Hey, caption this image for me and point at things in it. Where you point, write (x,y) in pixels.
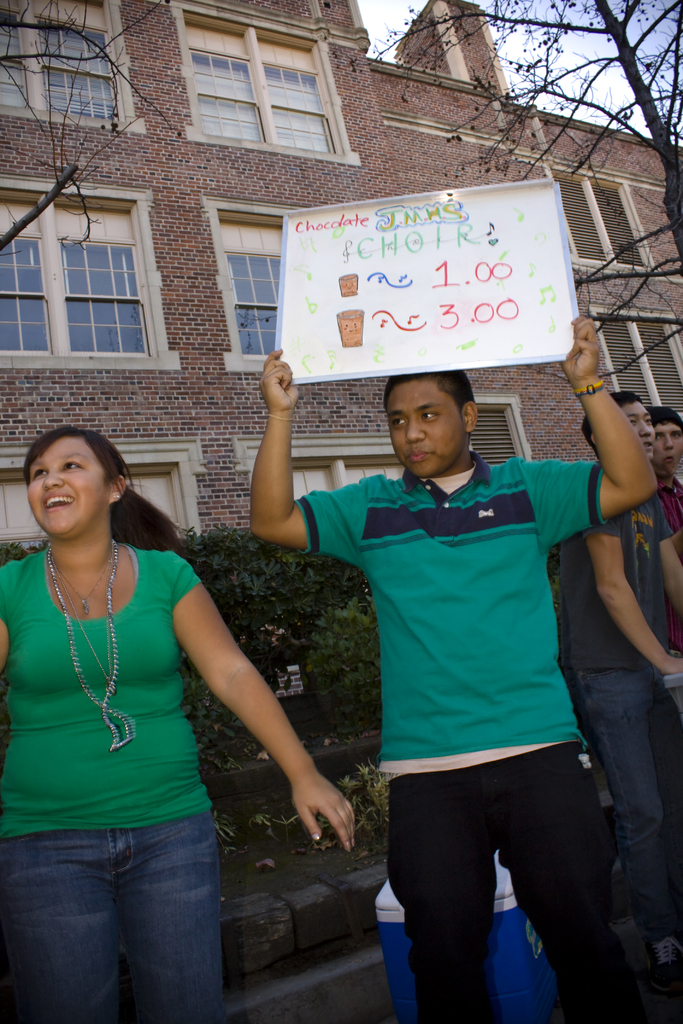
The woman (89,785) on the left side of the picture (118,655) wearing a green T-shirt (100,671) is smiling. Beside her, the man (433,546) in green T-shirt (415,527) is holding a white board (465,322) in his hands (273,385). We see some text (395,253) written on the whiteboard (430,354). Beside him, we see two people (600,622) standing. There are trees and a building (284,163) in the background (228,195).
